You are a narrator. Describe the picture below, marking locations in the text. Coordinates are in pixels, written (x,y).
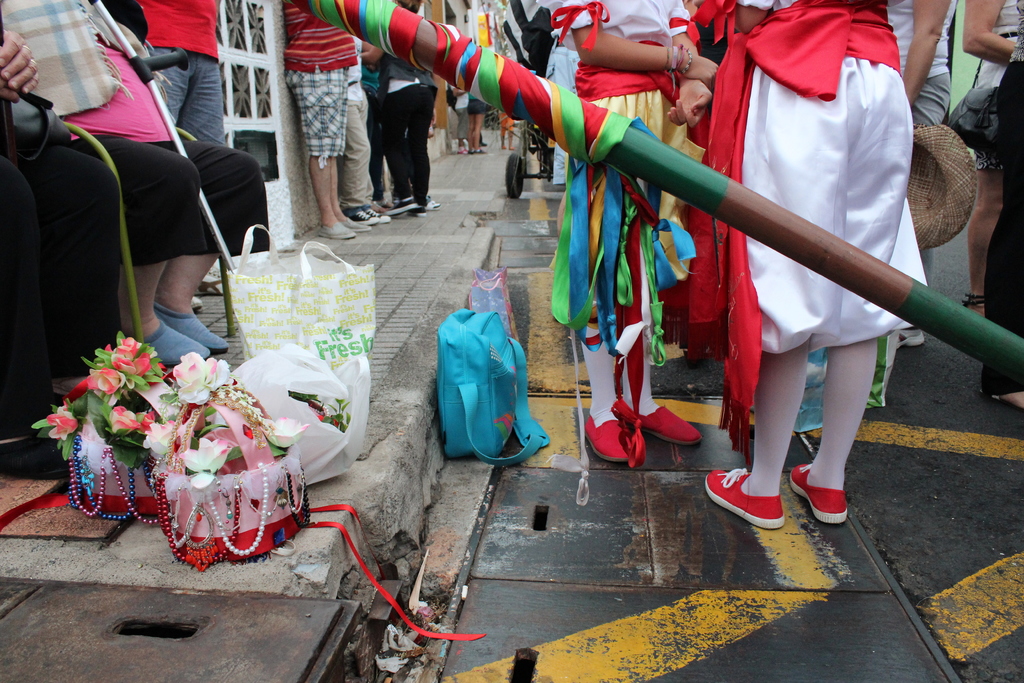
In this image there are people (815,64) standing on a pavement (538,231) and few are sitting on chairs (115,166) and few objects (324,288) kept on the footpath (149,578).
